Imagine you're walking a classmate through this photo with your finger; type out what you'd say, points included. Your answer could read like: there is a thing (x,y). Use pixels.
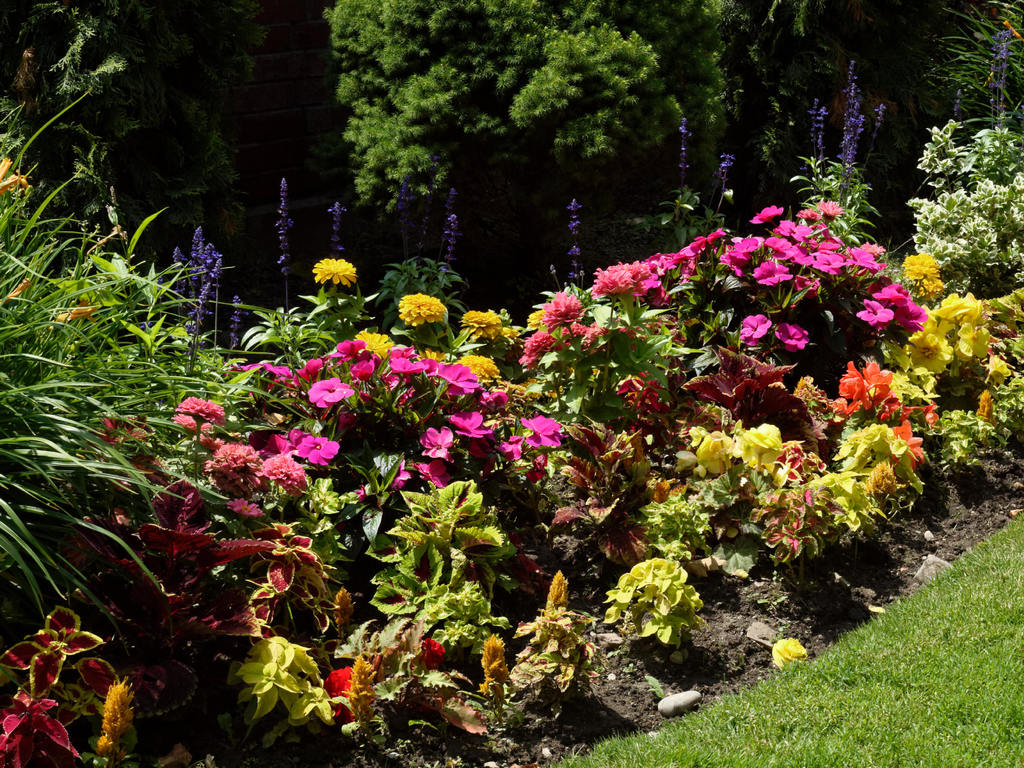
In this image there are few plants (543,381) having flowers (888,409) are on the land (837,656) having grass (868,691). Top of the image (449,94) there are few trees (513,75).
